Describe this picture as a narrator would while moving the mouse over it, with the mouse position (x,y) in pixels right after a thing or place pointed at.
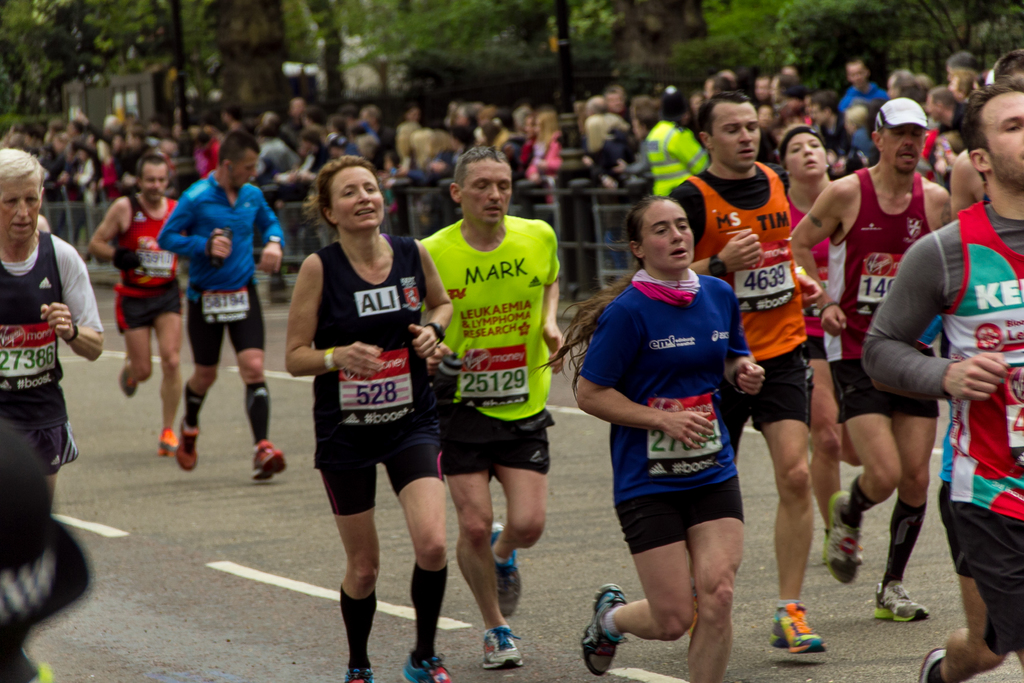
In this image we can see the people (979,388) running. We can also see the barrier (321,240) and behind the barrier (310,230) we can see many people (639,166) standing. We can also see the trees (405,22) and also the road (303,523).
